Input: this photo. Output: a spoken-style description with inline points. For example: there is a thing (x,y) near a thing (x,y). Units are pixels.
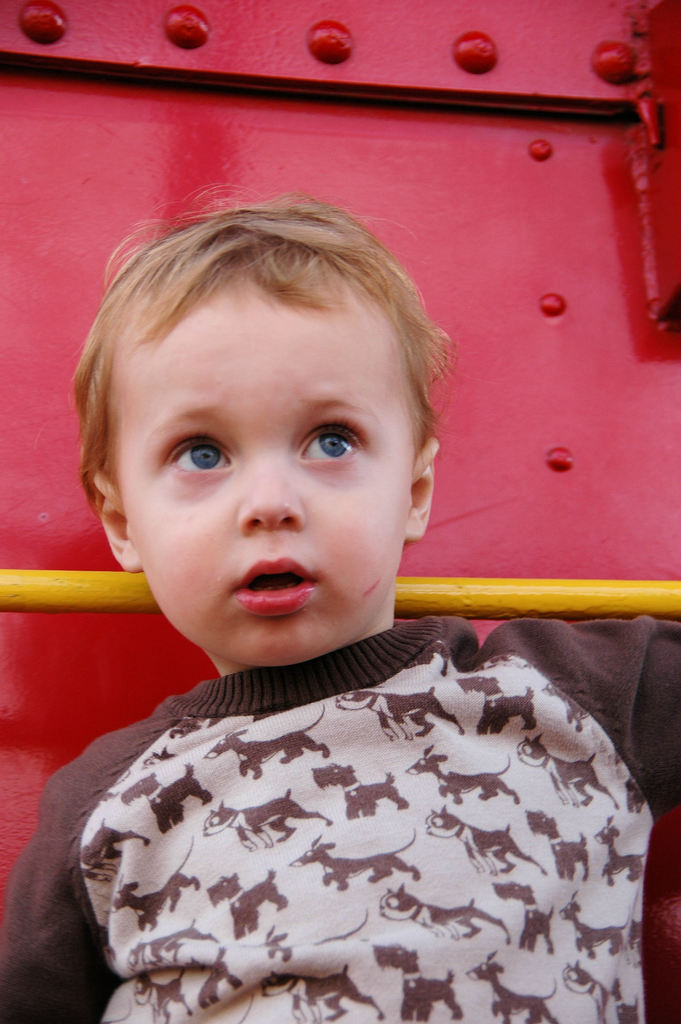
In this image I can see there is a small boy (313,892), standing and there is a red colored metal (424,226) in the backdrop (408,112).
